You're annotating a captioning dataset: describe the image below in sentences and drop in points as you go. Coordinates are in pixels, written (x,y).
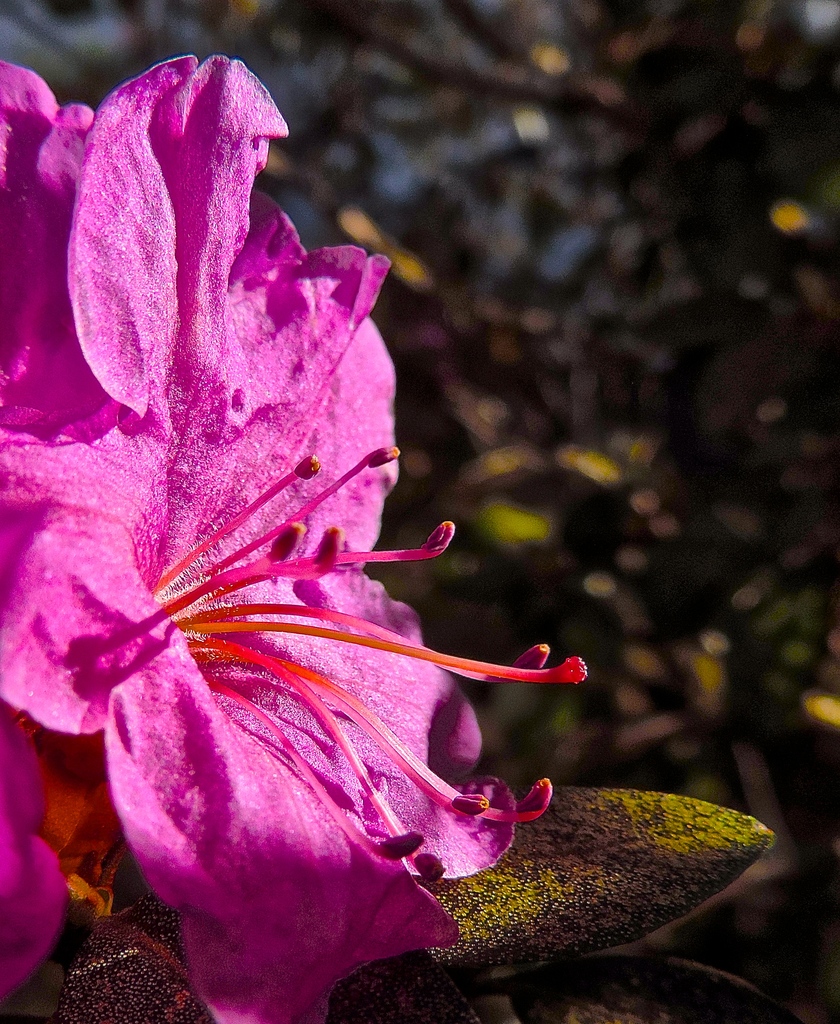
In this image there is flower (189,635) in the center (295,601) which is pink in colour and the background (736,398) is blurry.
